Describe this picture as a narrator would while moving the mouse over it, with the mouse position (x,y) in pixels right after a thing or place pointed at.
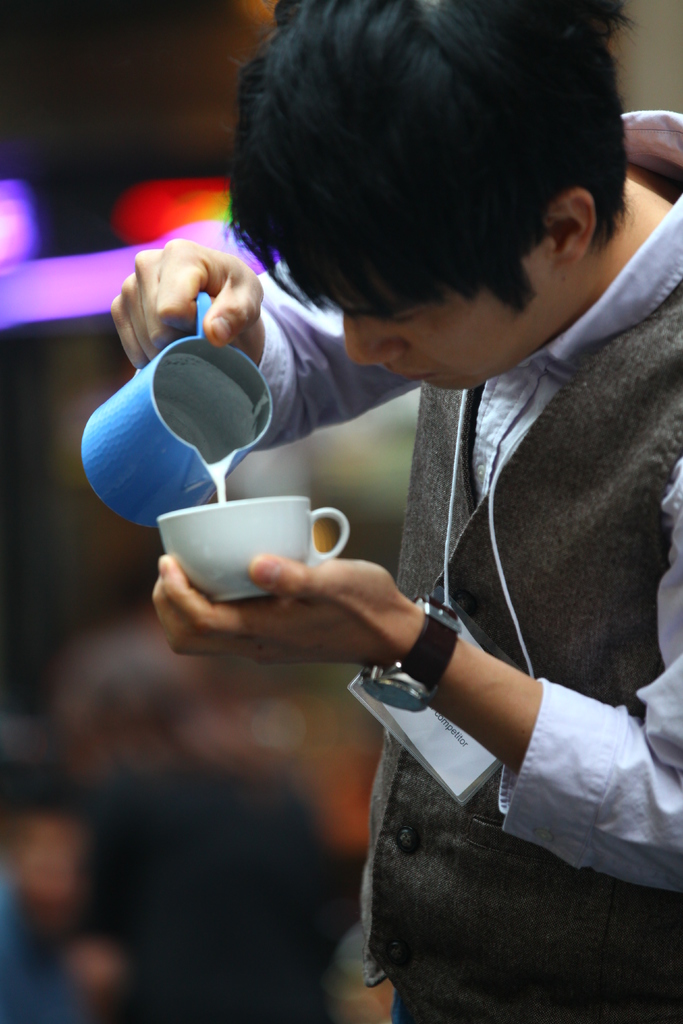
In this image I can see a man (416,192) is standing in the front (441,355) and I can see he is holding a blue mug (164,500) and a white cup (179,535). I can also see he is wearing waistcoat (621,560), shirt (680,817), a watch (446,631) and an ID card (489,514). I can also see this image is blurry in the background (236,53).
